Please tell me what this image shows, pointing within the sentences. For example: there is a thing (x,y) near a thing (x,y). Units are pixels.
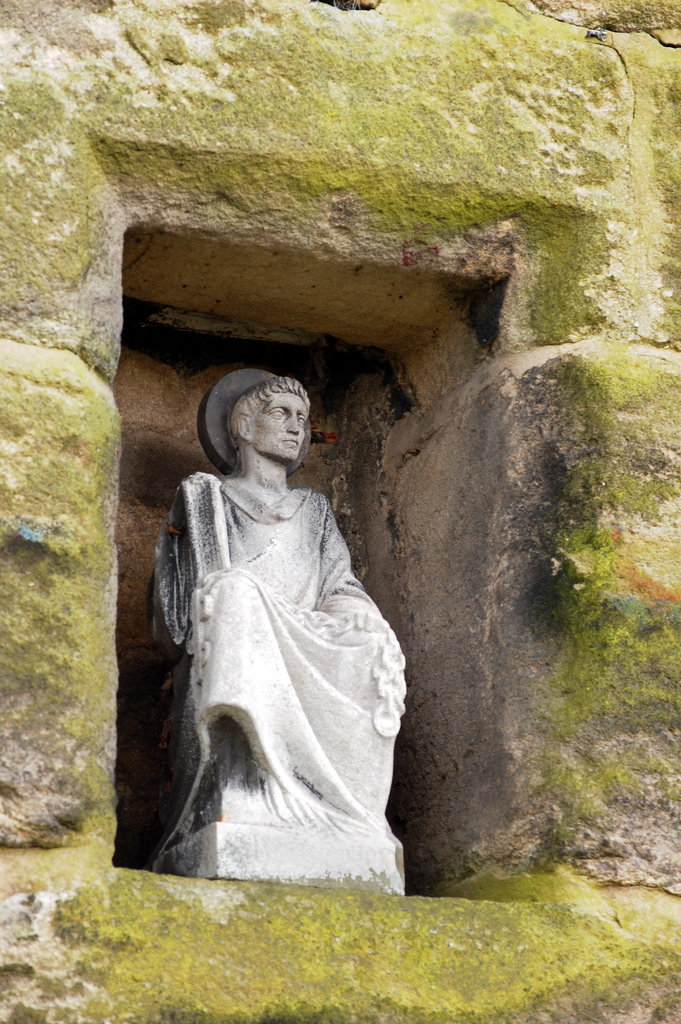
In this picture there is a statue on the wall (495,602).
